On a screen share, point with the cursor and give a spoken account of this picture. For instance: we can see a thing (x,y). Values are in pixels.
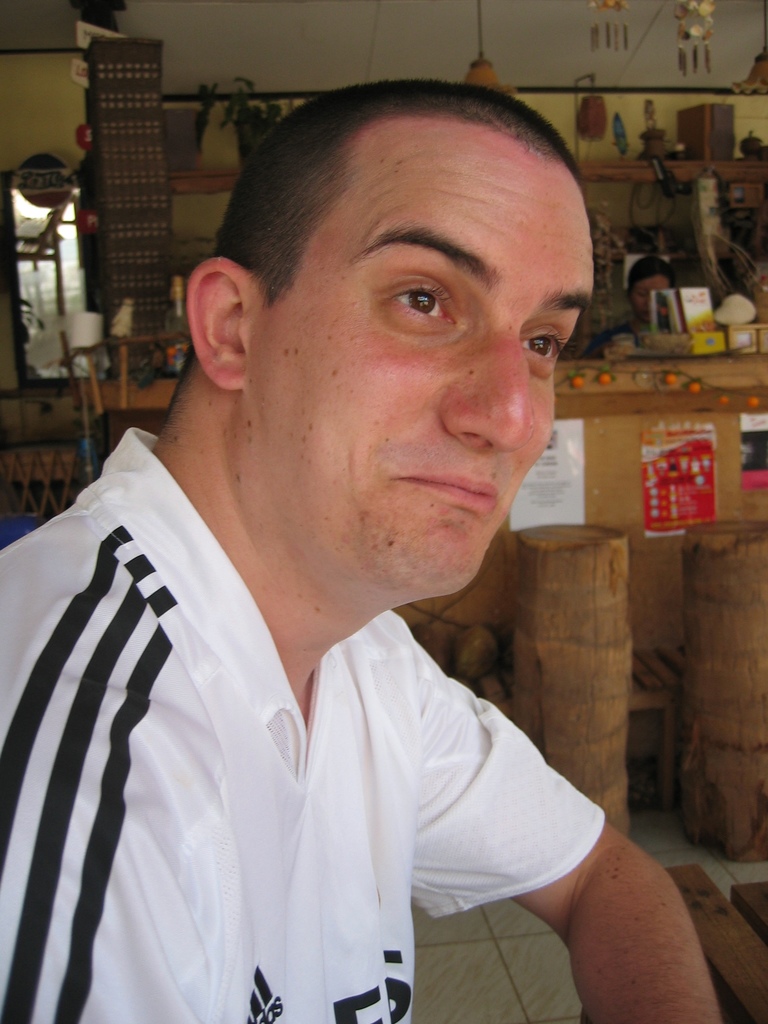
In this image I can see a man (469,394) wearing a white color t-shirt (165,673) and background (62,78) I can see the wall (42,82) and some objects (488,643) kept in front of the wall (651,182) and wooden tables (719,607) kept in front of the wall (52,82).
